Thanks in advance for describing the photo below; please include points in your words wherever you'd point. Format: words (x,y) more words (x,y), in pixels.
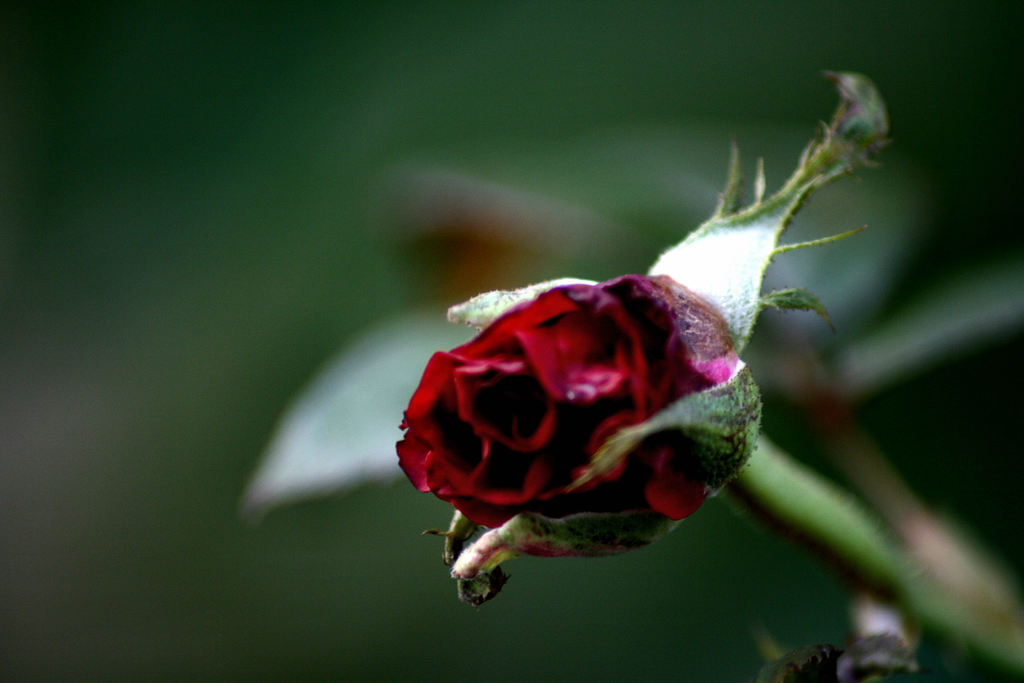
In the picture we can see a stem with a flower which is red in color and behind it, we can see some flowers (465,242) which are not clearly visible.
